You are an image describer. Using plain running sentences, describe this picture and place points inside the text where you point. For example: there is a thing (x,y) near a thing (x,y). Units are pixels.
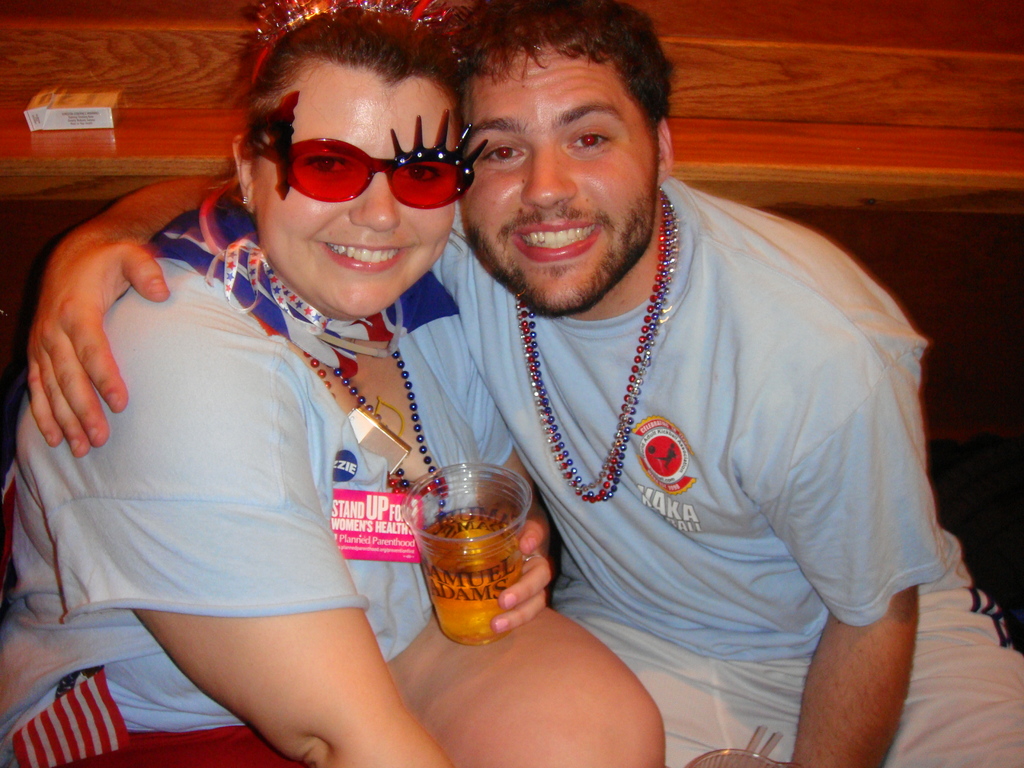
In this image I can see a woman (228,490) wearing grey t shirt (199,460) and a man (729,464) wearing t shirt (741,424) and white short (717,692) are sitting and smiling. I can see the woman (356,513) is holding a glass (506,495) in her hand (530,565). In the background (716,178) I can see a desk (829,120) on which I can see a cigarette packet (102,108).
